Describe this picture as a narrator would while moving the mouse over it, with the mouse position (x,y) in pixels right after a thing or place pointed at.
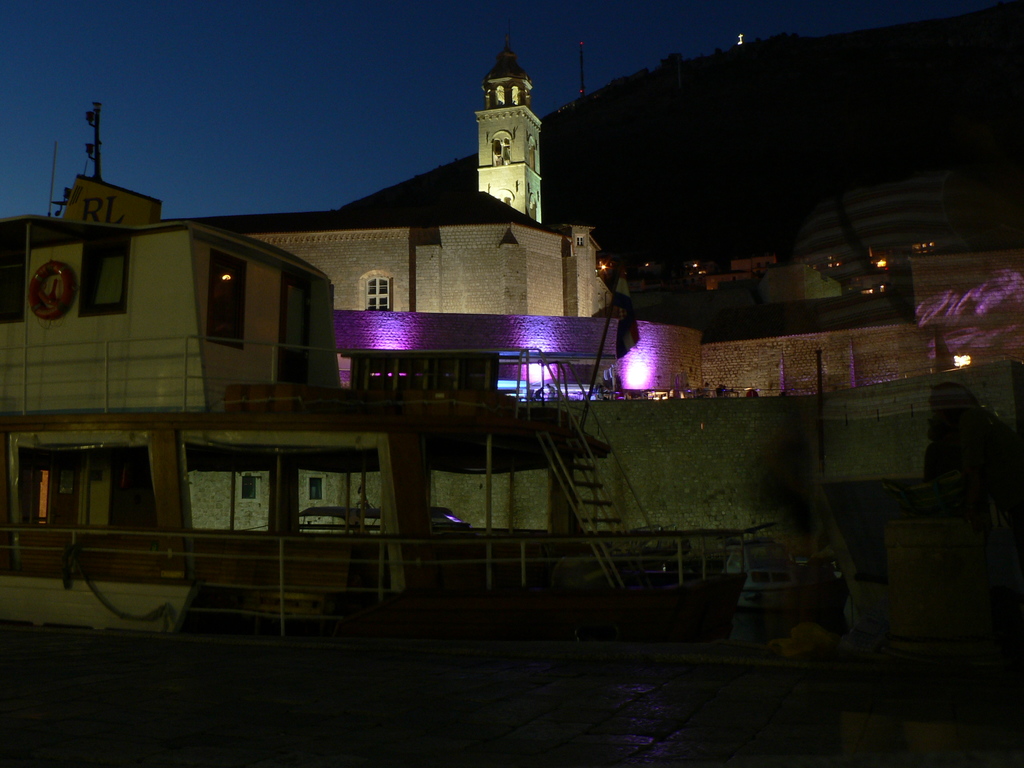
In this image we can see there are few ships (23,516) on the water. In the background (515,256) there are buildings (464,233), mountains (686,117) and sky (206,79).
